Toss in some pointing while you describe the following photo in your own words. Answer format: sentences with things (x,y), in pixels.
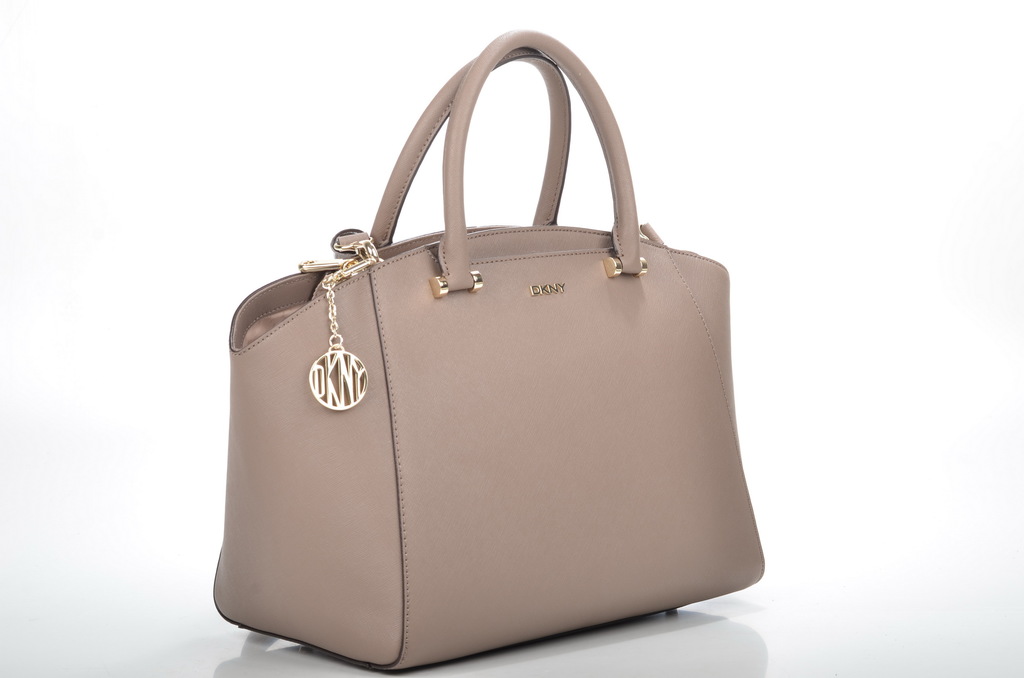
This is an image with white colour background and there is a bag (374,292) some text (532,293) written on the bag (535,295). And there a chain (355,368) attached to the bag (300,401).
